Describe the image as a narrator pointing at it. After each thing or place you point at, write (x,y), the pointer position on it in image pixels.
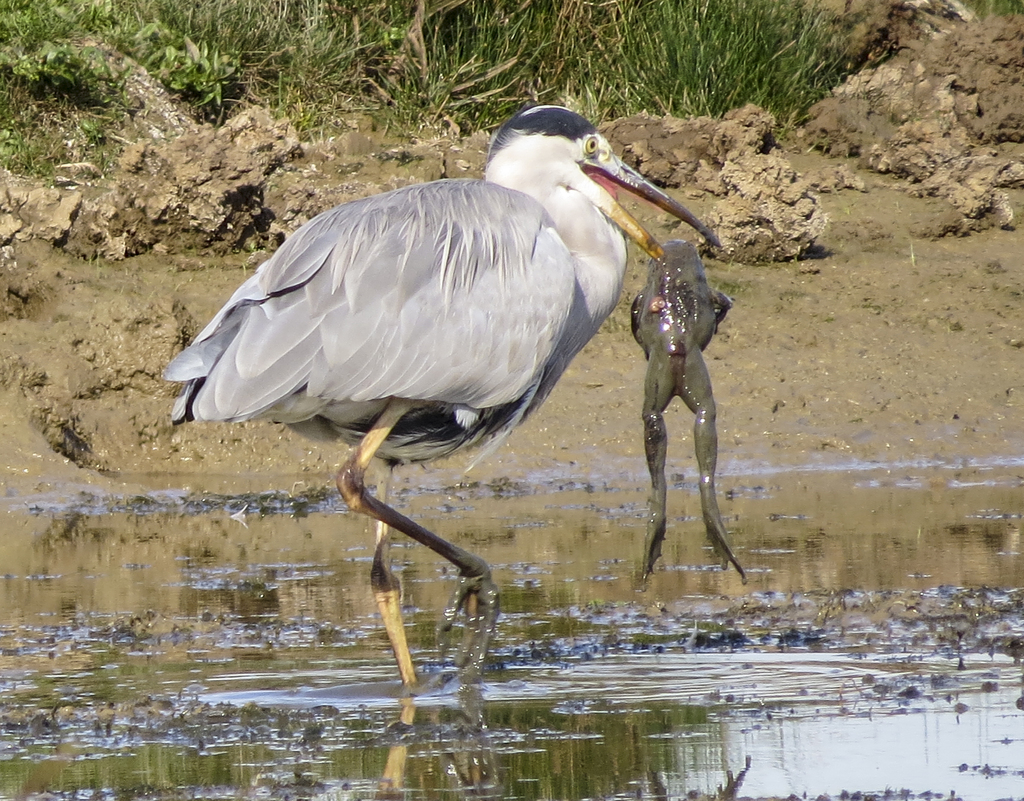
In this picture, we see a heron (463,307). It has a long beak (620,222) and it is catching the frog (663,321) with its beak (604,163). At the bottom of the picture (612,669), we see mud water (593,673). In the background (530,100), we see grass (450,90) and herbs (210,54).
